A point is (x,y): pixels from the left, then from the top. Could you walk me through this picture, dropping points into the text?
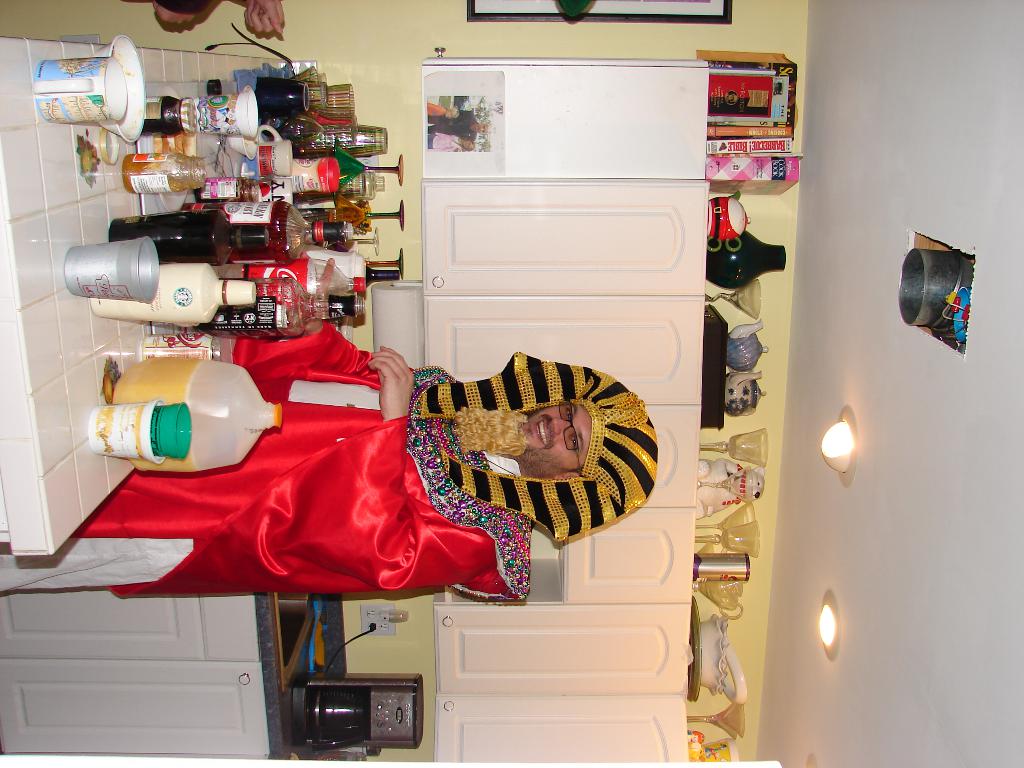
In this picture we can see a person (383,582), he is smiling, here we can see a kitchen platform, sink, bottles (321,269), cups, cupboards (477,321), boxes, jars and some objects (402,304). In the background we can see a wall (371,298), roof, lights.
